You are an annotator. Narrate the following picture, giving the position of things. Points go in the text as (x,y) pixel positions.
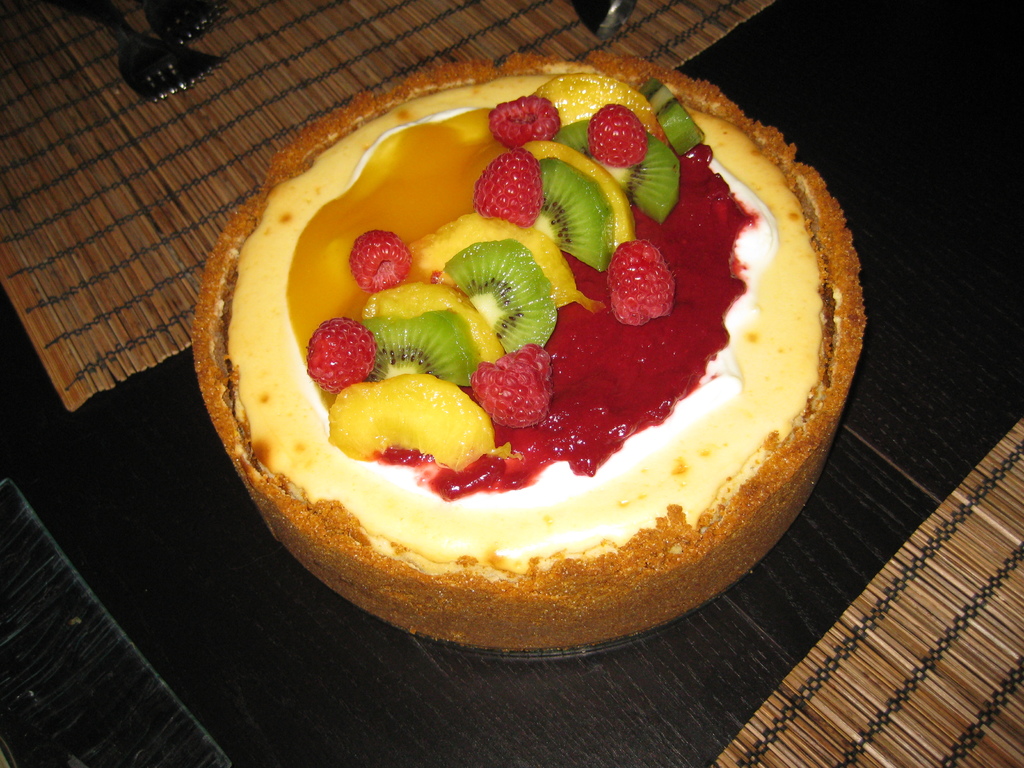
In this picture we can see cake (525,81), raspberries (637,271), fruits (498,272), forks (170,24) and mats (220,32) on the platform (315,701).
